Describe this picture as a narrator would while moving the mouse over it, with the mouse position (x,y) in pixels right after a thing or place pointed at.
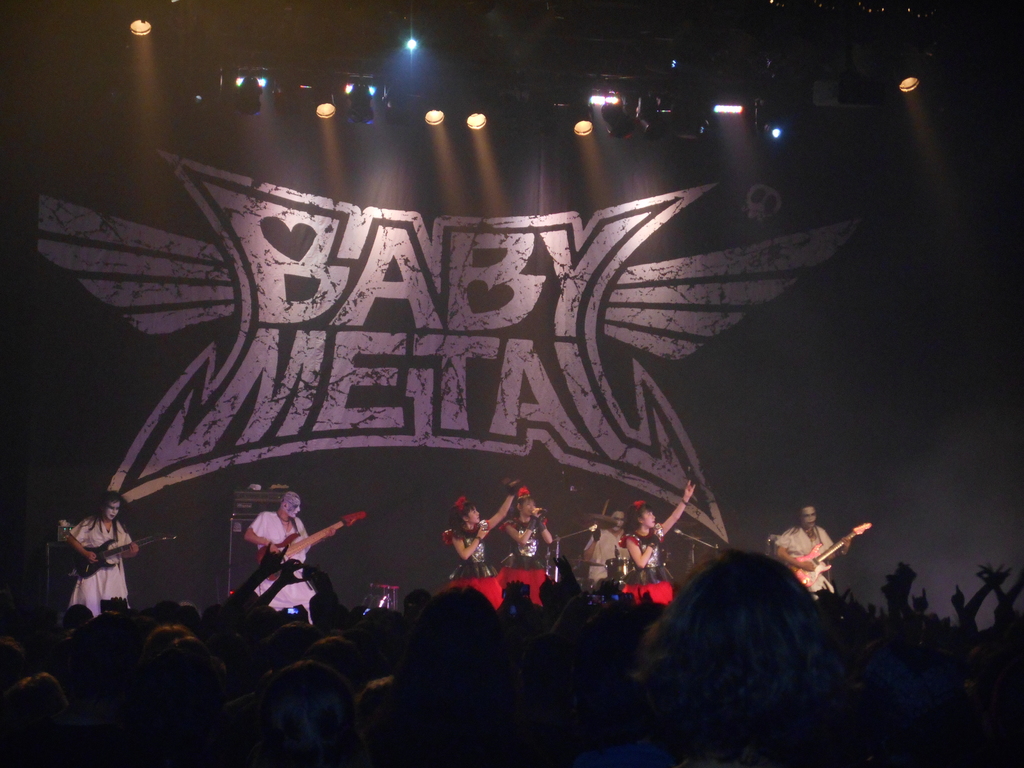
In the center of the image (468,506) we can see people (543,558) standing and holding mics (535,508) in their hands (536,522) and there are people (94,538) standing and holding guitars (105,547). At the bottom (676,665) there is crowd (384,752). At the top (257,87) there are lights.
